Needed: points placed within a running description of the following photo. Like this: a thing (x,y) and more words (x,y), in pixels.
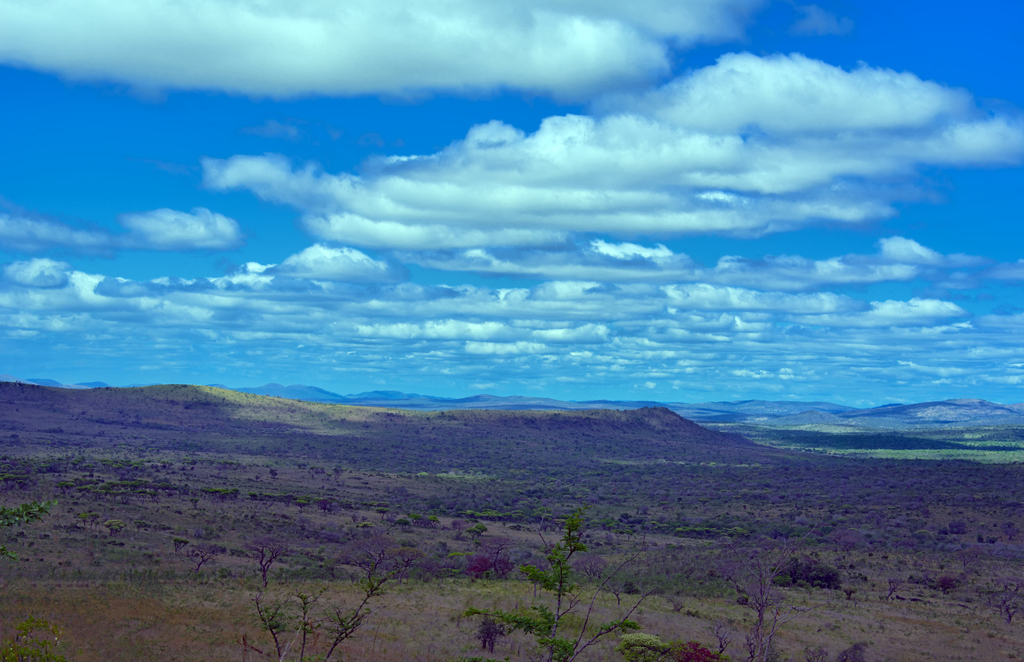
In the center of the image (392,393) there are hills (789,423) and sky (560,316). At the bottom (279,606) there are plants (552,603).
